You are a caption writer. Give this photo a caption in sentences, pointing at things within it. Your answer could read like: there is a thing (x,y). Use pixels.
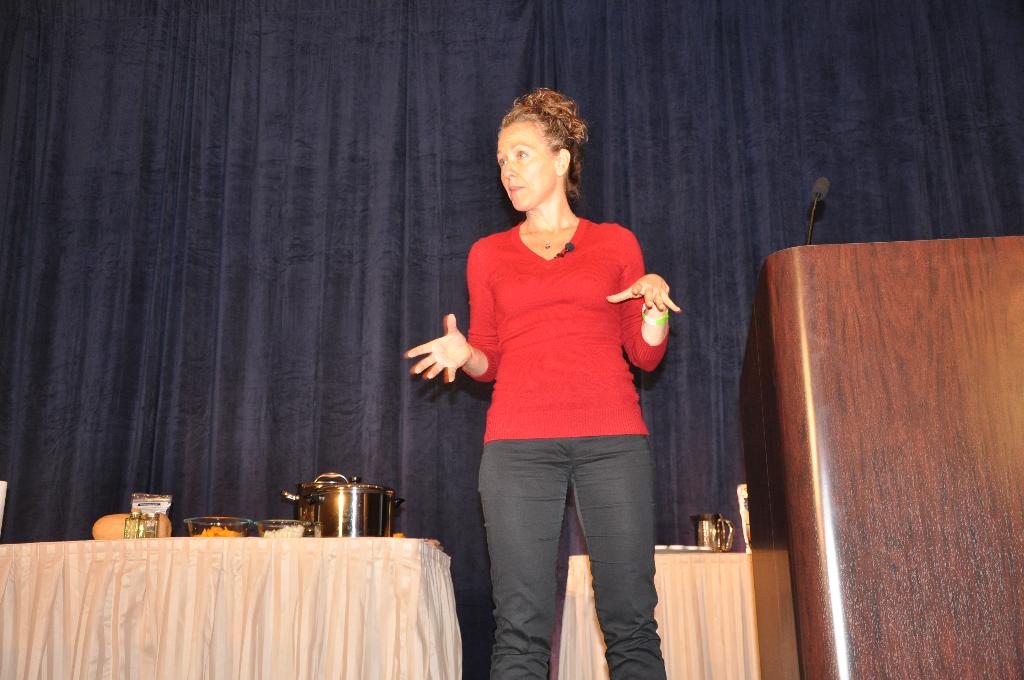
In this image there is a woman (491,400) standing, behind the woman (556,522) there are tables (320,539) and a dais (804,384), there is mic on the dais (849,404) on the tables (399,545) there are a few other objects (292,523), behind the woman (505,391) there is a curtain (386,263).
